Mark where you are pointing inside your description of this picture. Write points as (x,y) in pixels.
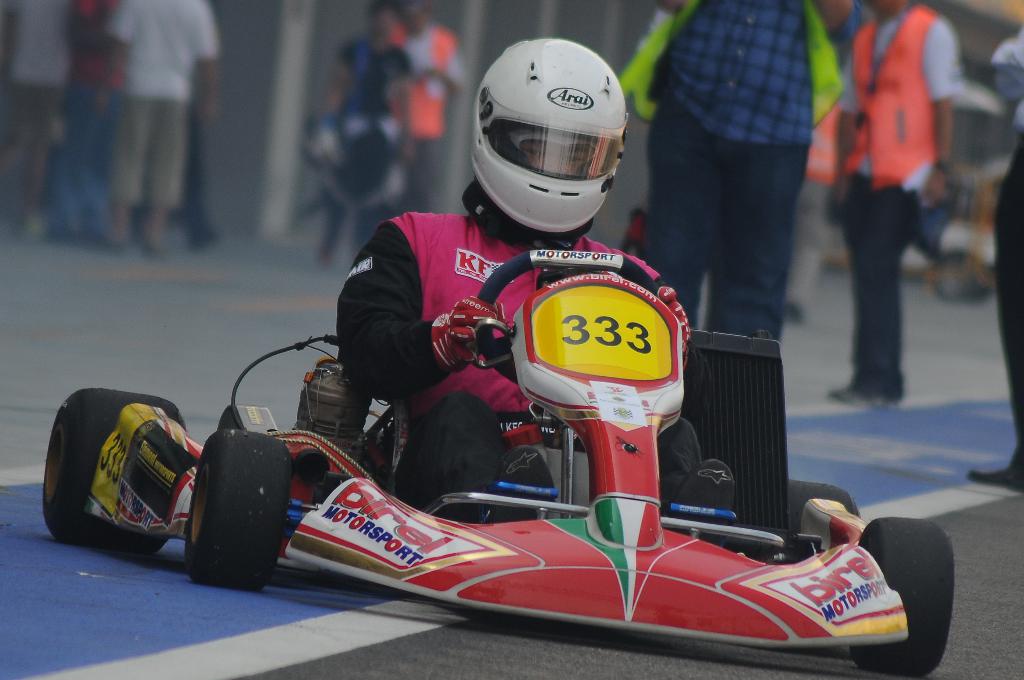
A man (460,396) is doing go Karting. He wear a helmet (575,221) behind him there are few people (760,113).
